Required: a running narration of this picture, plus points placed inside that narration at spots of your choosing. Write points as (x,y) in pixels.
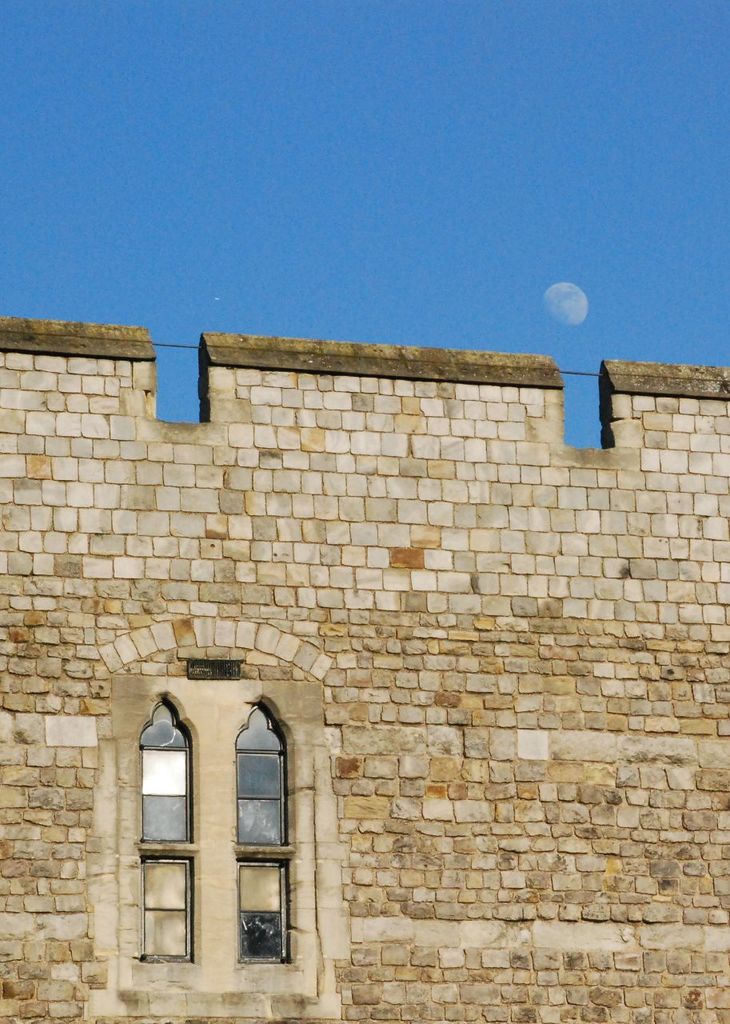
In this image I can see a wall (337,978) and a window (243,906). In the background (417,224) I can see the moon (565,294) and the sky (389,203).
